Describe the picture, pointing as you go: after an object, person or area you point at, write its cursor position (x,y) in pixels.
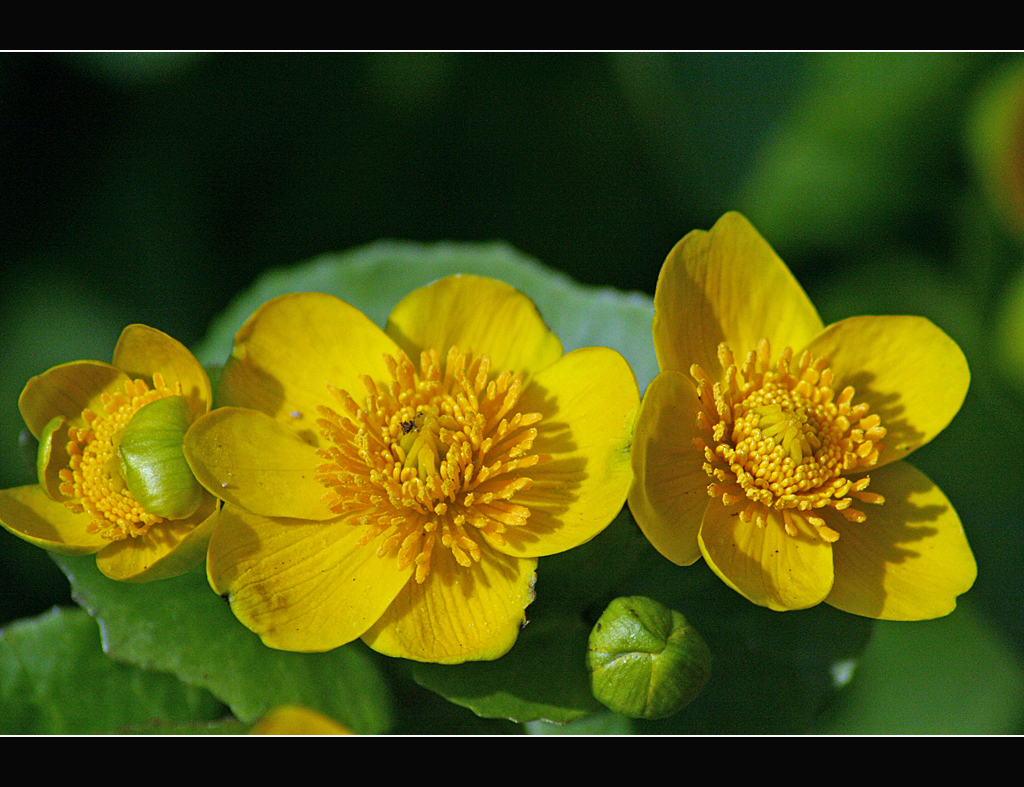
There are yellow color flowers (364,439), leaves (718,642) and a bud (627,623). In the background (224,133) it is blurred.
